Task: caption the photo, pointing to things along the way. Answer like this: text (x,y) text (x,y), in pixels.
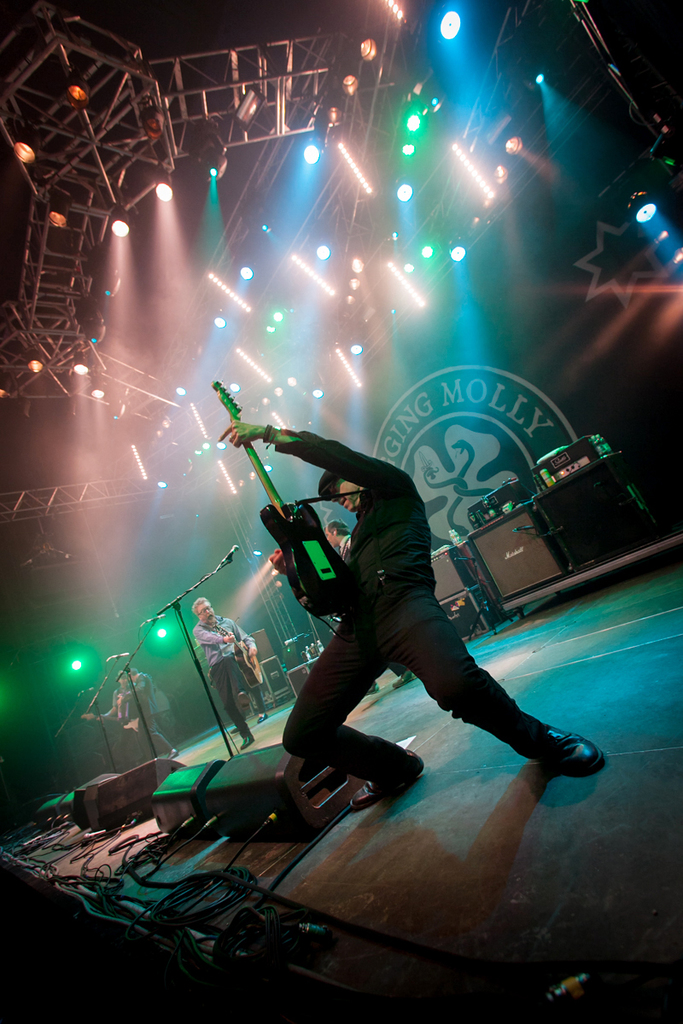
a musical concert is going on. there are 4 people (377,677) on the stage (410,694). 2 people (408,632) in the right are playing guitar (306,562). in front of them there are microphones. behind them at the background (461,435) molly is written on which there is a shamrock (448,493) as logo (431,493). on the top (408,270) there are lights (416,294).
